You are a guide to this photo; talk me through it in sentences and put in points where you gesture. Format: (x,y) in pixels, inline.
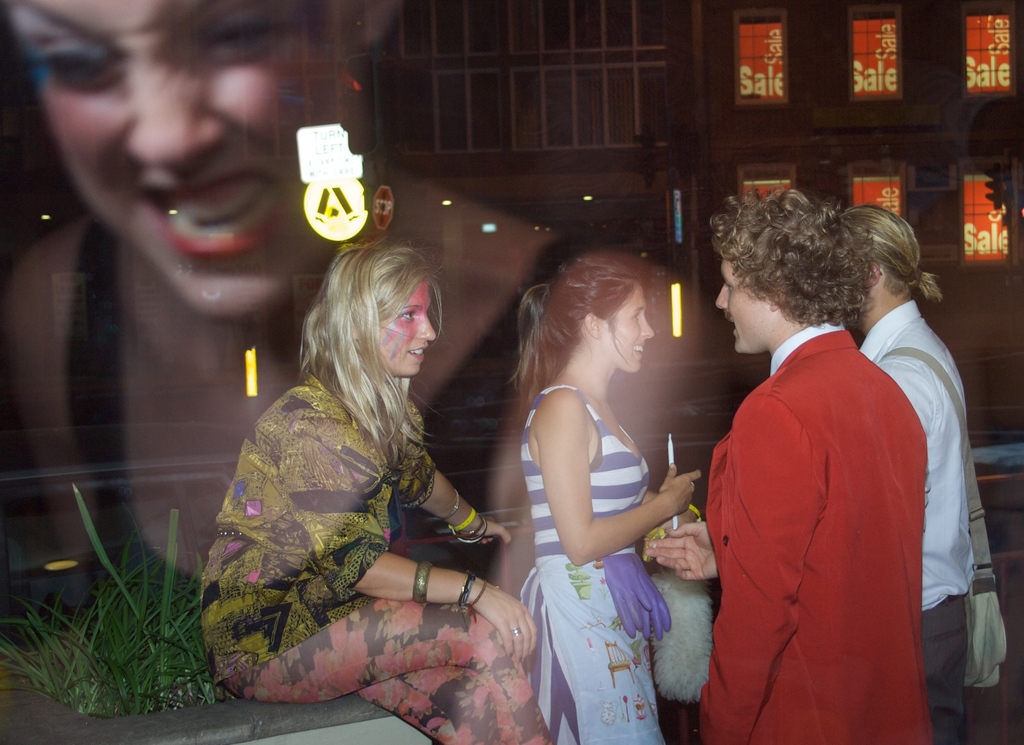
This picture seems to be an edited image. On the right (928,376) we can see the group of persons (848,502) standing. On the left (312,454) there is a person (345,482) sitting on an object (358,725) and we can see the green grass (178,600). In the background (632,65) we can see the buildings (700,44) and the windows (962,189) of the buildings (972,187) and we can see the text (865,93). On the left corner (128,32) we can see the person (262,149) and the lights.
